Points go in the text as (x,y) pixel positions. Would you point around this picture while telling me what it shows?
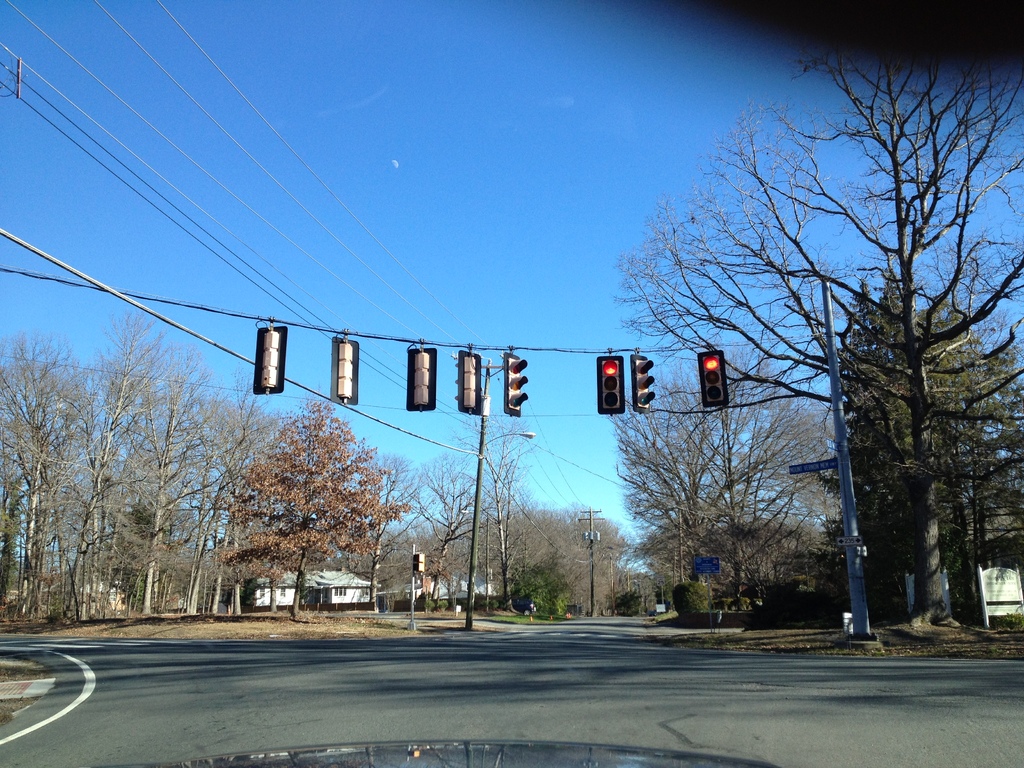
At the bottom of the image (373,690) there is road (636,626). There is a pole (865,638) with wire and there are few traffic signals (709,383) hanging on the wire (582,350). And in the background (378,477) there are trees (573,558), electric poles (481,491) with wires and street lights (487,441). And also there are few houses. At the top of the image (522,134) there is sky (432,271).
